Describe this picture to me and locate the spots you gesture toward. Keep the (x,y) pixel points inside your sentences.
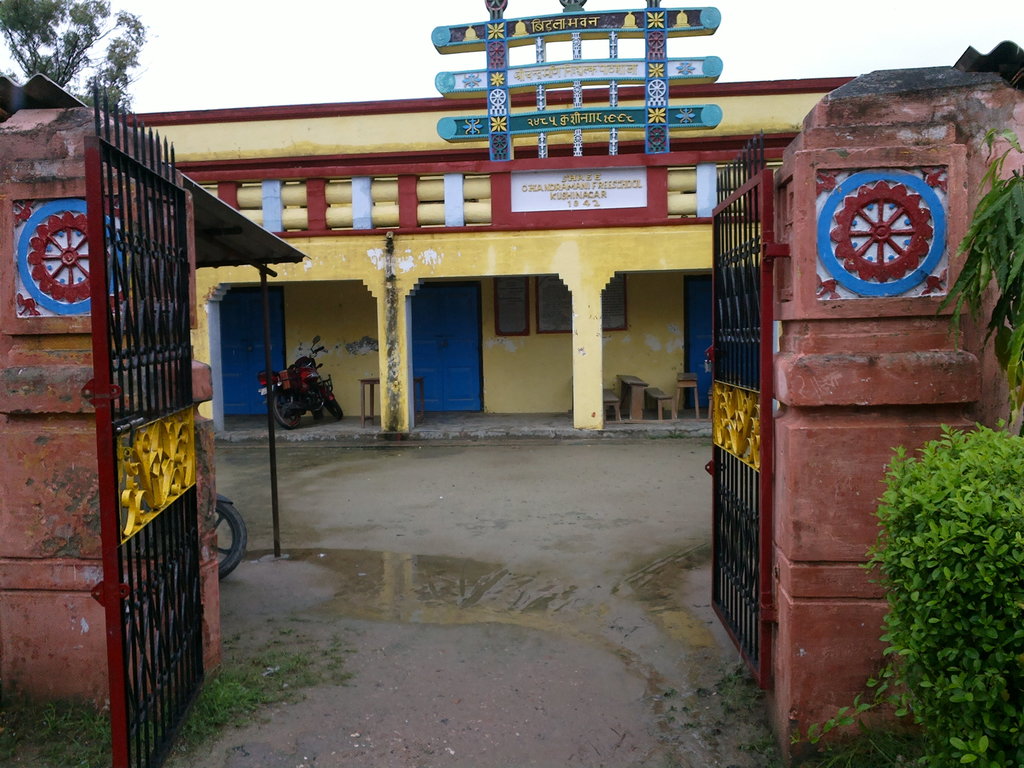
In this picture we can see a place (267,425) with an iron gate (141,692) surrounded by trees (980,698) and inside it we have pillars (389,286), benches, boards (515,328) and doors (466,324). We can see bikes (233,540) parked under a roof (209,223). The ground (309,453) is wet and muddy.
